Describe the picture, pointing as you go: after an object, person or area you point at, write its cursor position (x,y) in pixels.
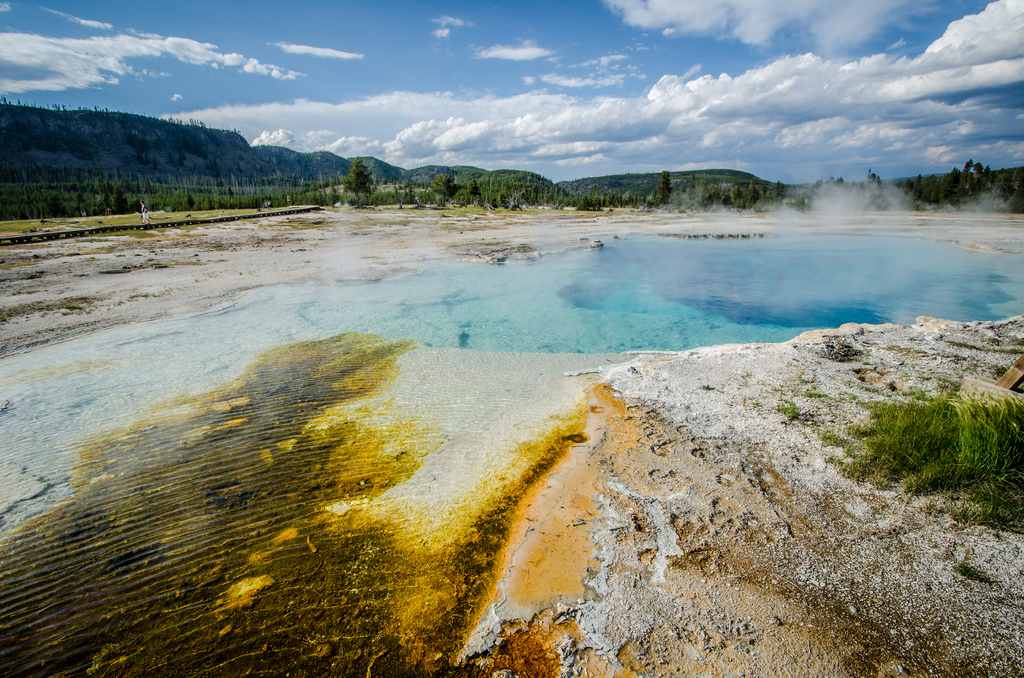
In this picture I can see grass (973,483), water (601,299), trees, there are hills (173,151), and in the background (647,88) there is sky (474,89).
